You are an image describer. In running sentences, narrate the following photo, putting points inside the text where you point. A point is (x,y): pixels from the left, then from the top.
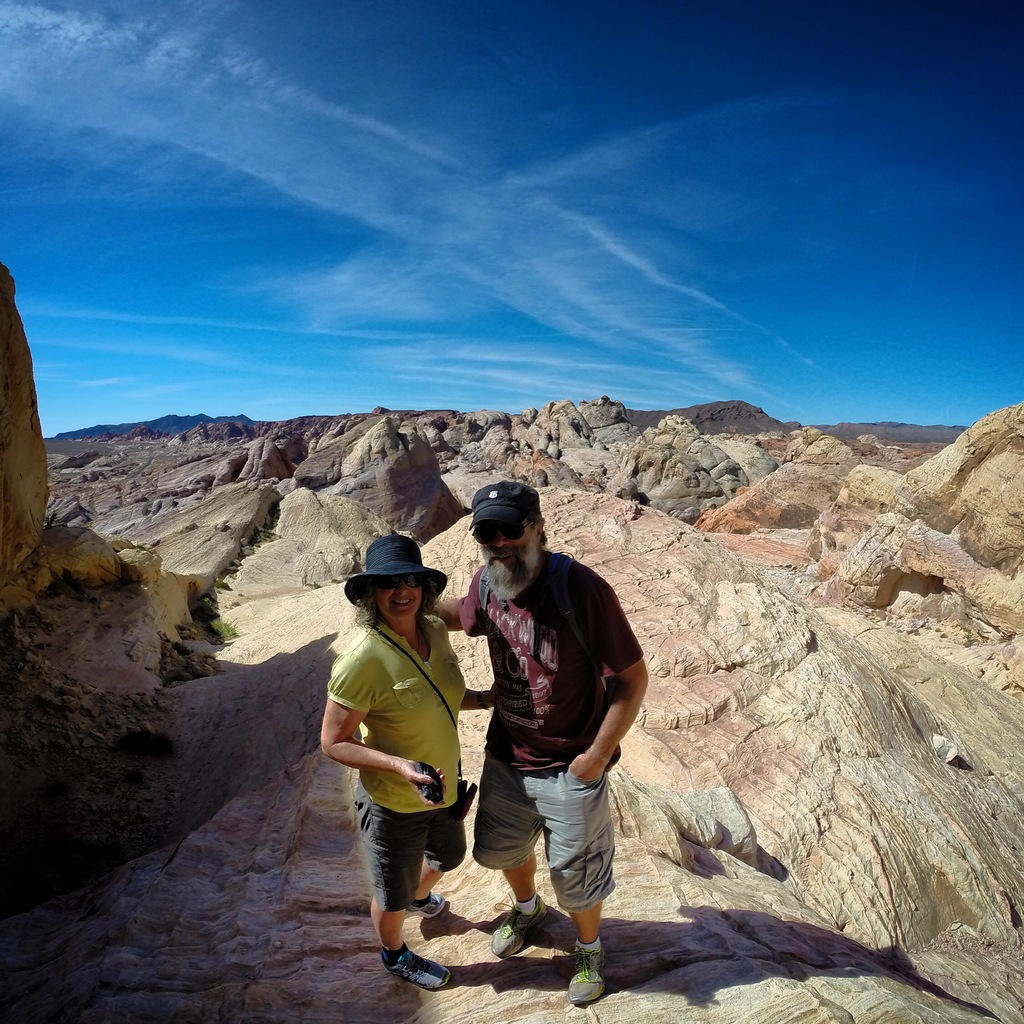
In this picture there is a man (591,697) and a woman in the center of the image (591,622), on a rock (464,542) and there are rocks (195,523) in the center of the image (636,433).
